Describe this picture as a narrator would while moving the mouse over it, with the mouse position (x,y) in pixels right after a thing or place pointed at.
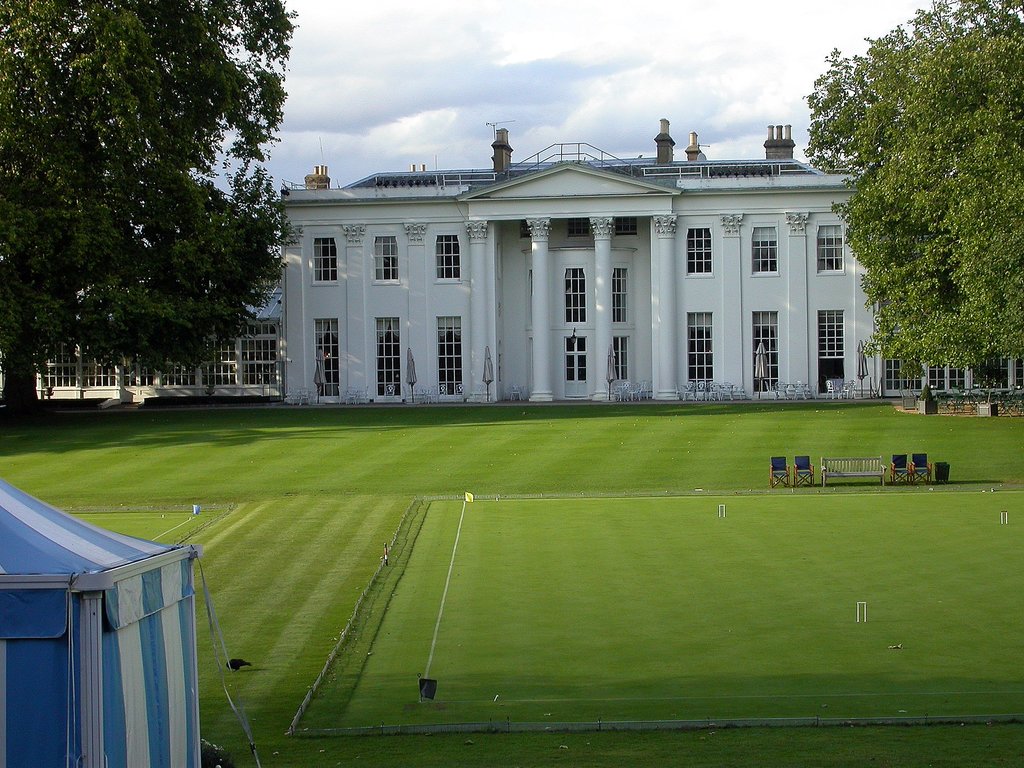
In this image we can see the building (619,312) and here we can see the glass windows (455,389). Here we can see the pillars (791,299). Here we can see the grass (841,498) in front of the building (755,293). Here we can see the wooden bench (868,470) and wooden chairs (919,476). Here we can see a tree (32,60) on the left side (102,174) and the right side (1004,111) as well. Here we can see the tent (127,609) on the bottom left side (129,626). This is a sky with clouds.
